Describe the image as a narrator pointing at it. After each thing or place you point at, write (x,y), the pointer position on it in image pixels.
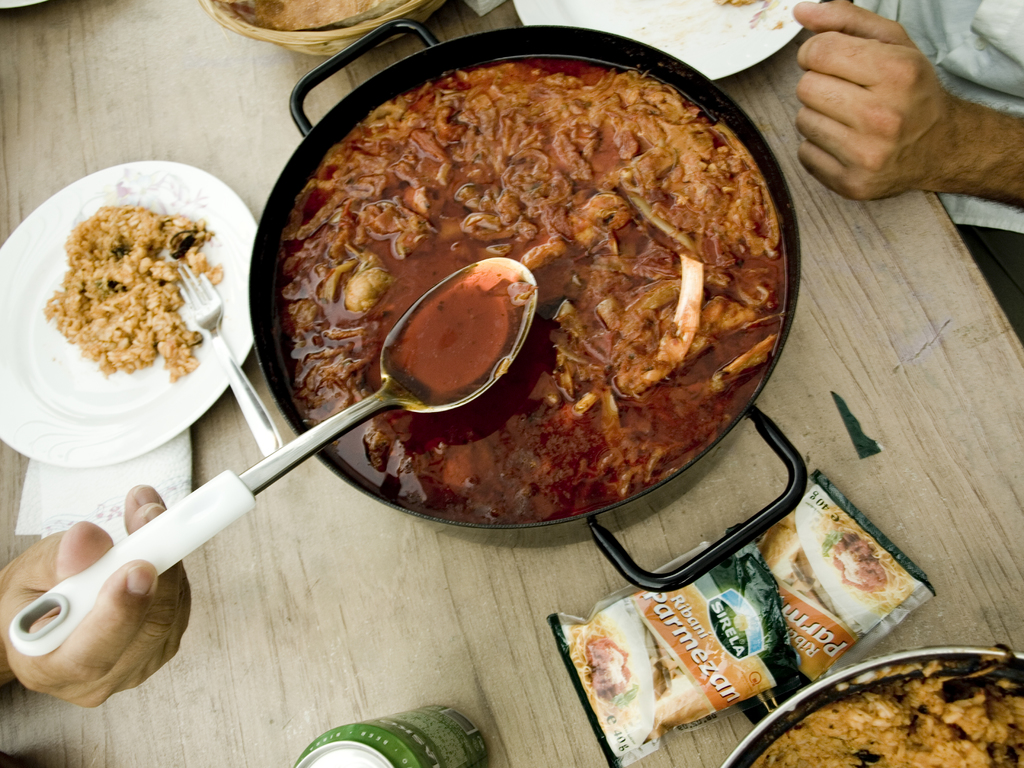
In this image we can see a table (186,28), on that food items (437,331) on plates (190,232) and bowls (897,657), also we can see covers (767,596), tin (428,722) other plates (690,59), bowl (264,31), a person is holding a spoon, and another one (895,99) is sitting on a chair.
